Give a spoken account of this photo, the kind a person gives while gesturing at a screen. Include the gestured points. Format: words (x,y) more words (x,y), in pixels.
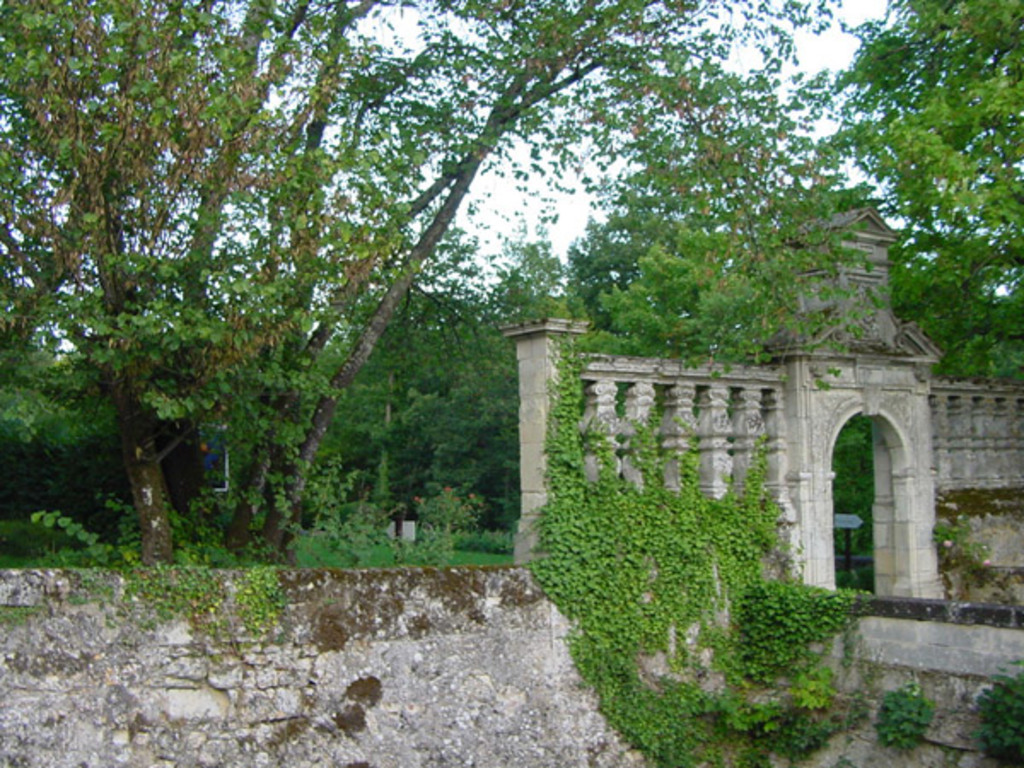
In this picture we can see plants (611,664), archways (863,407), trees (693,296) and in the background (263,57) we can see the sky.
